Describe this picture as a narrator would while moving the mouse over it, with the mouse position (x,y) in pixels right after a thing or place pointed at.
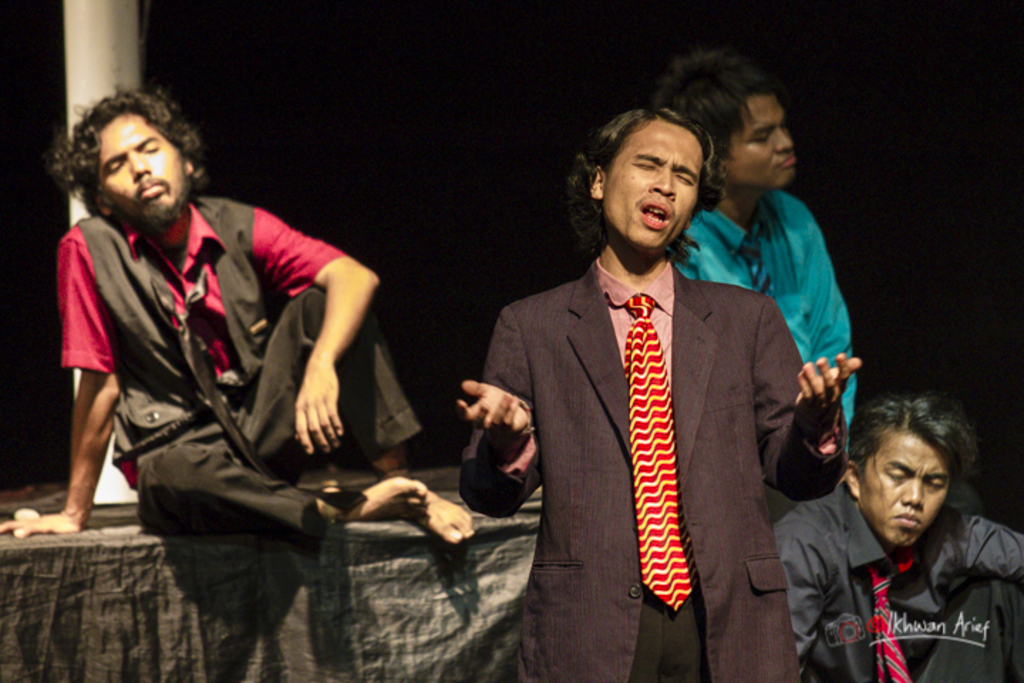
In this picture there is a man (652,247) standing and singing and there are three people (767,292) sitting. At the back (260,97) there is a black background (412,110) and there is a pole (111,88). At the bottom right (876,626) there is text (858,626).
